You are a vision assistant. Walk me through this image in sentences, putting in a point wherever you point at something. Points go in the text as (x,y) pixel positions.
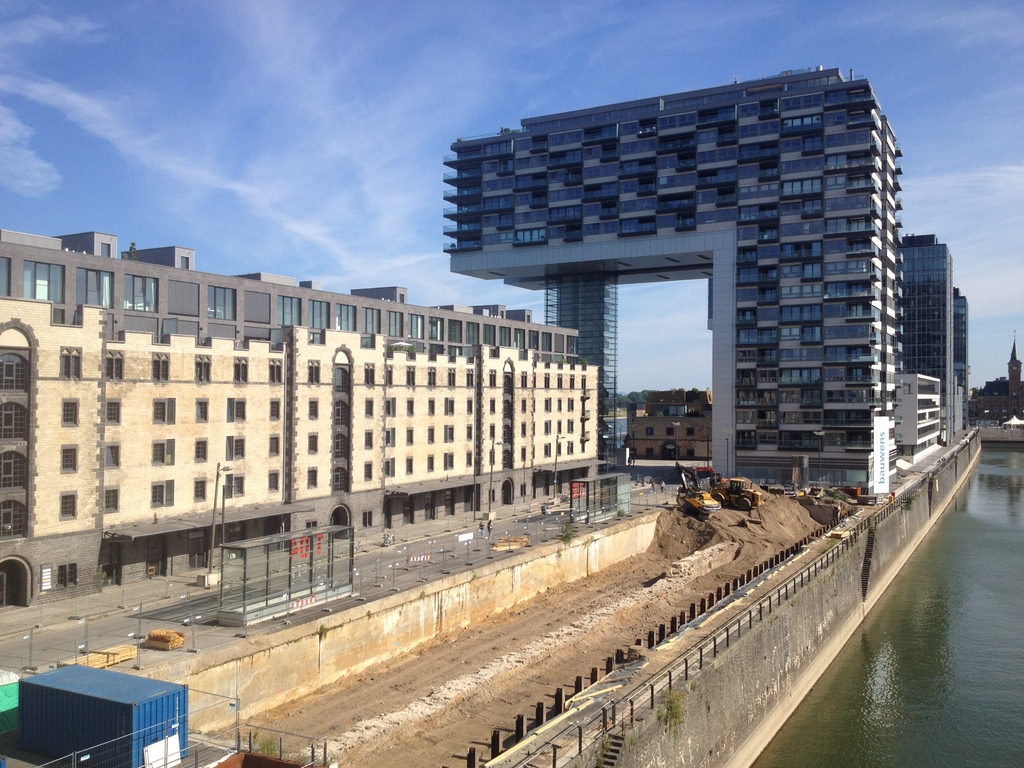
This image consists of a buildings (463,363) along with windows (18,379). On the right (982,629), there is water (982,629). In the middle (566,507), we can see the road (97,632). At the top (568,24), there is sky (349,34). On the left (40,728), we can see a cabin (40,728) in blue color made up of metal (100,758).
